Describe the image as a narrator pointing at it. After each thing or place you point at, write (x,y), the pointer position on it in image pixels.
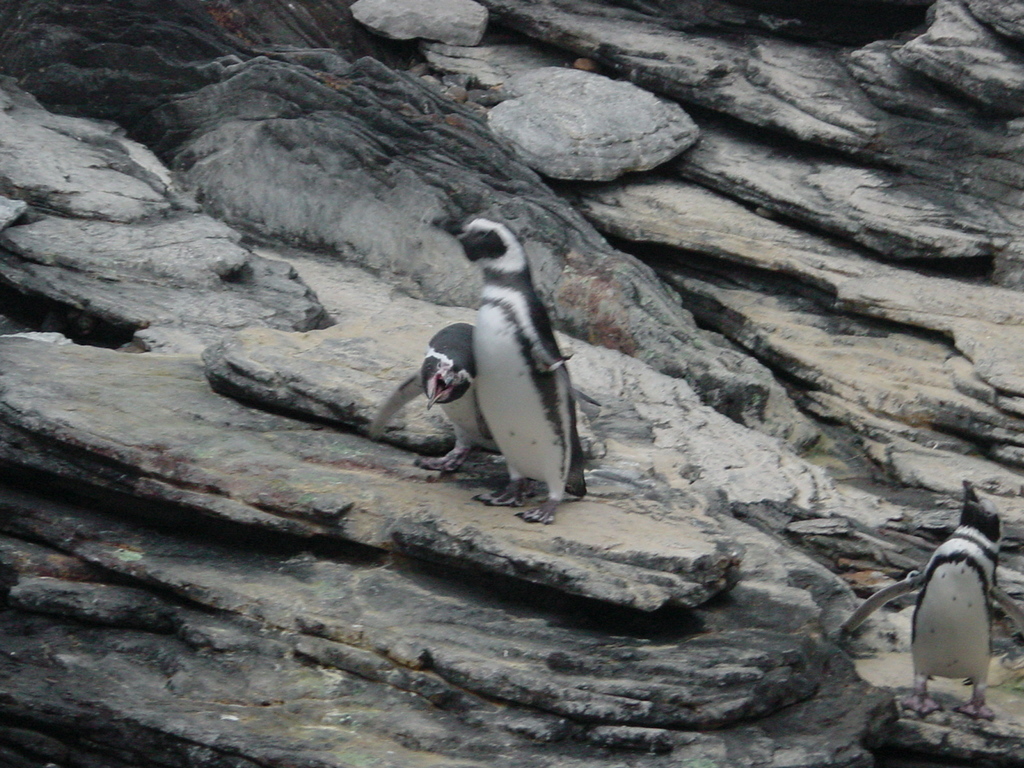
This picture contains three penguins (913,583), which are in white and black color. They are standing on the rocks (441,564). In the background (470,122), there are rocks (371,153).
